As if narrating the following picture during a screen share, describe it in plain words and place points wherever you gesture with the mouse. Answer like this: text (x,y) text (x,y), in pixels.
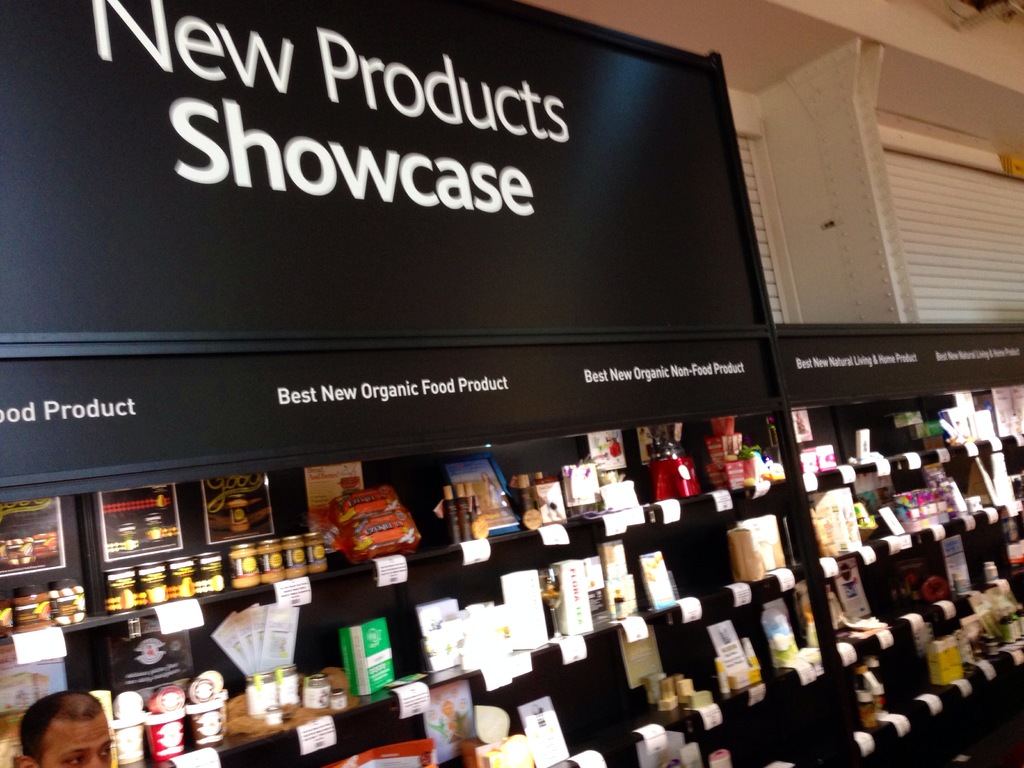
In this picture we can see the view supermarket (471,688). In front (274,544) there are many products (661,684) in the black color rack (645,620). On the top (334,246) we can see the naming board (420,247) and beside there is a white color roller shutters (923,225).
